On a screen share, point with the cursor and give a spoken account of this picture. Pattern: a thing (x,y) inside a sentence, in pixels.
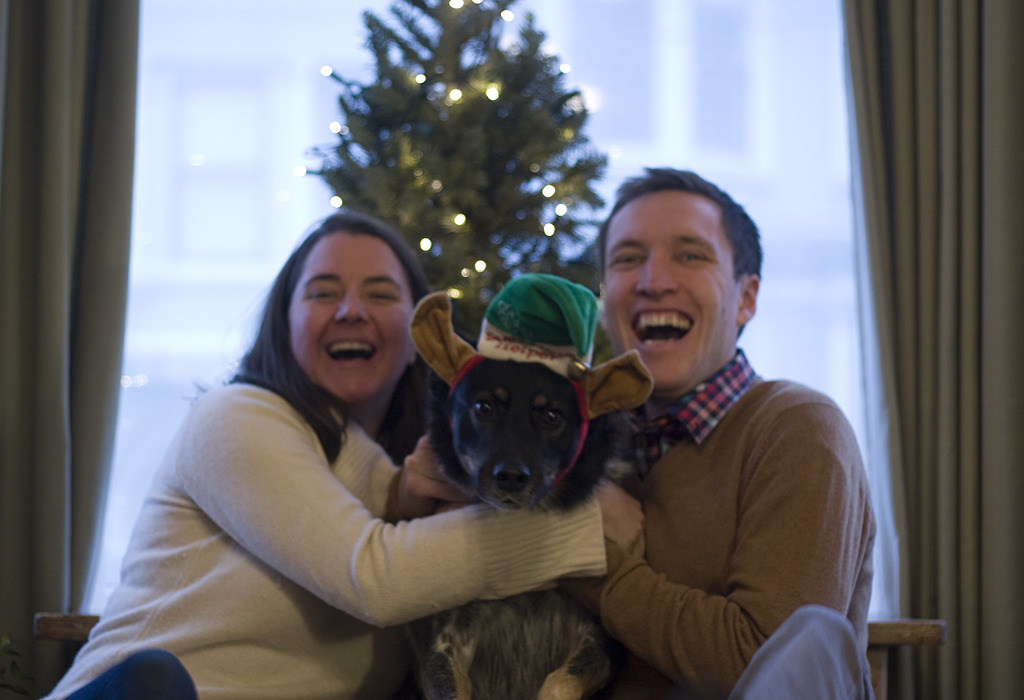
2 people (305,534) are sitting. in between them there is a black dog (532,634) which is wearing a green cap (526,310). behind them there is a Christmas tree (522,169) and curtains (924,190) are present.
